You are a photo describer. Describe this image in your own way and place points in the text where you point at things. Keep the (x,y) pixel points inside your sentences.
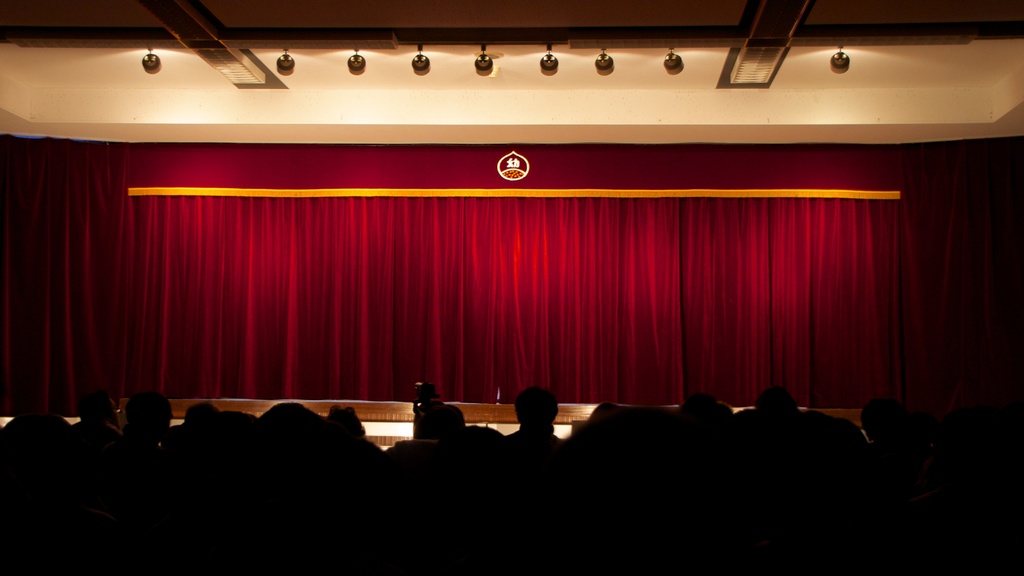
In this picture we can see a group of people (722,541) and in the background (95,245) we can see curtains (425,226).
